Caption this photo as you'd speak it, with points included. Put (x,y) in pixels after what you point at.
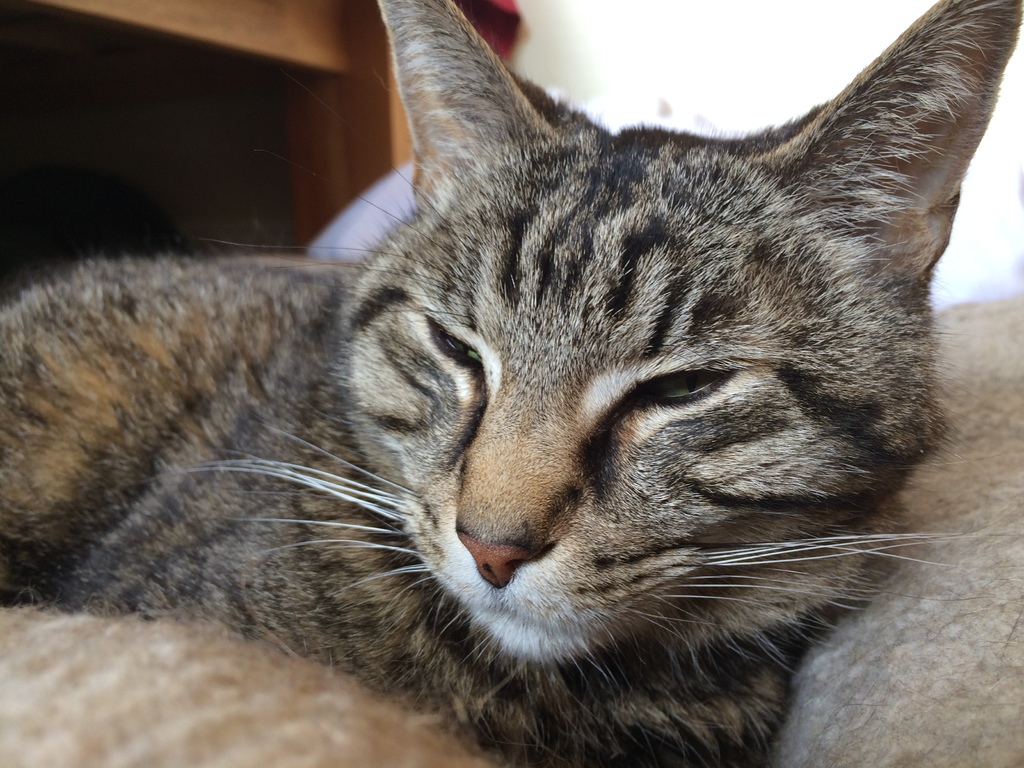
In this image we can see a cat (639,531) on the surface (916,547). In the background (474,3), we can see a tablecloth (502,23) and the wall (705,29).
